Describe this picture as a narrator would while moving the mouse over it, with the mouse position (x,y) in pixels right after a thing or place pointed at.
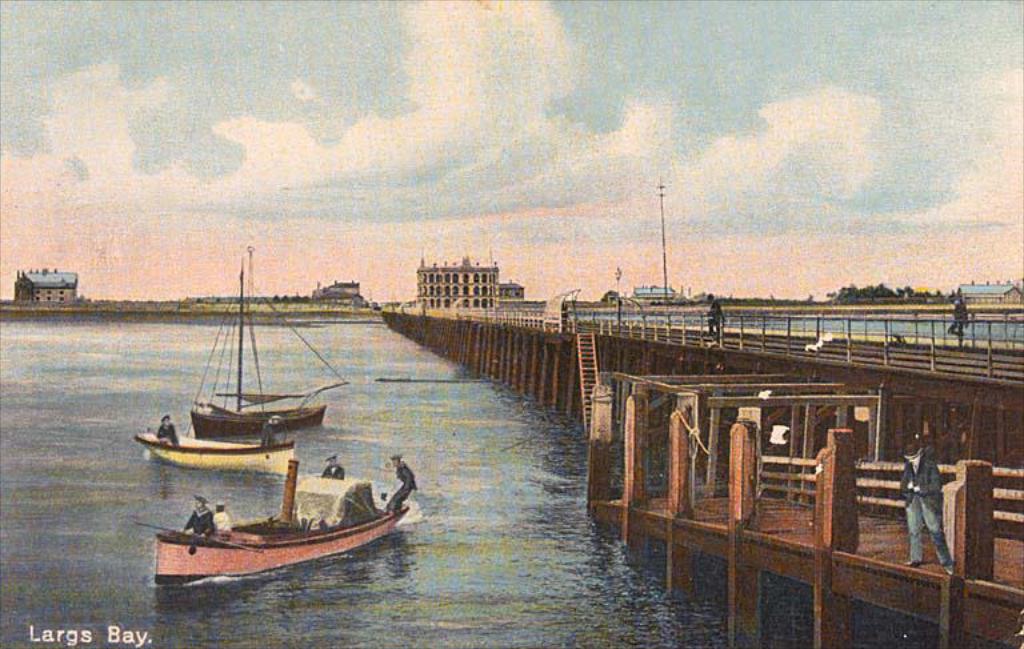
In this image on the right side (716,322), I can see some people (922,494) are standing on the bridge (896,435). On the left side (288,491) I can see some boats (255,452) in the water (256,336). In the background (261,294), I can see the buildings (495,306) and clouds (509,93) in the sky (399,87).
